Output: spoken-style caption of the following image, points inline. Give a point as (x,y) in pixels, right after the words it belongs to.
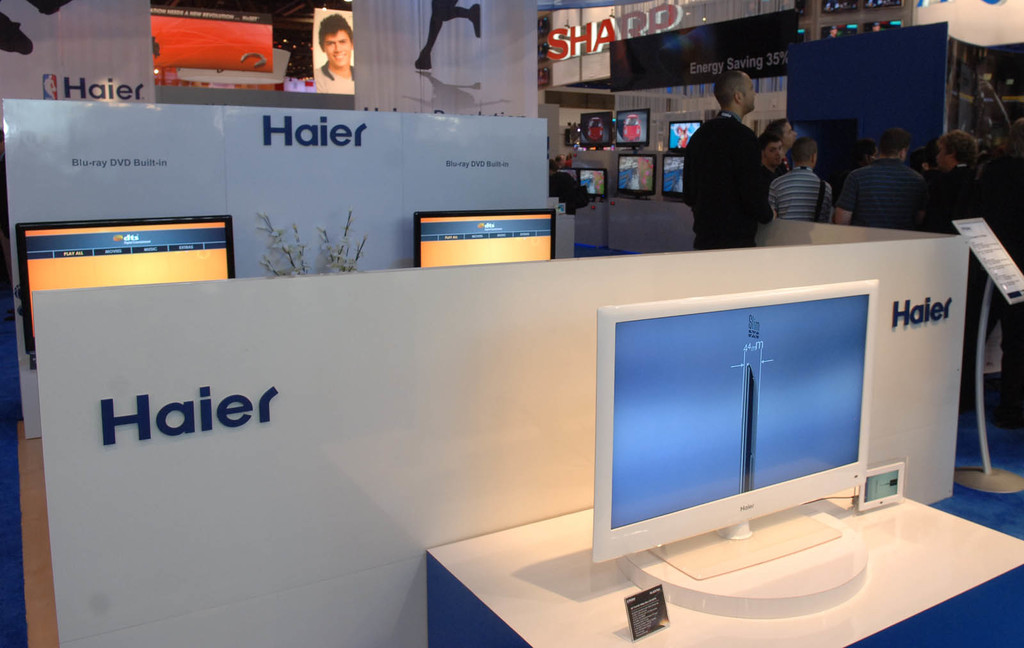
In this picture we can see the screens (594,541), boards (667,298). On the boards (410,245) we can see the text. In the center of the image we can see a plant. On the right side of the image (795,58) we can see the screens (767,350), boards (976,224) and some people (947,219) are standing.
